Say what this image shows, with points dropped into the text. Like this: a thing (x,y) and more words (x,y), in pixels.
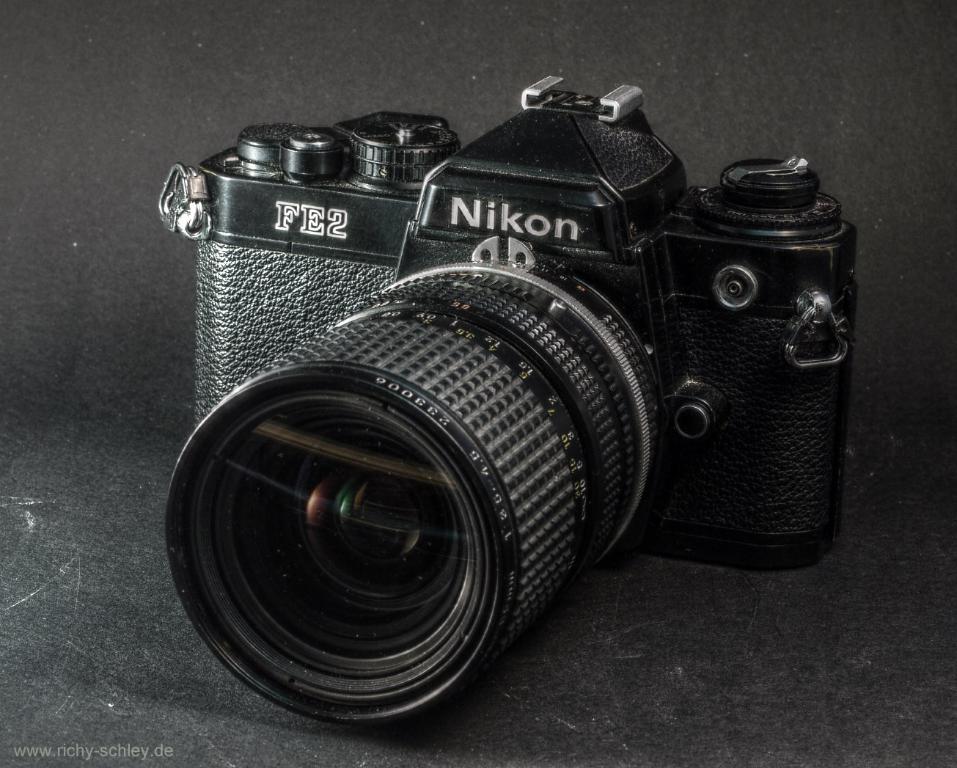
In this image there is a black color camera (398,486) on the object (145,737), and there is a watermark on the image.
